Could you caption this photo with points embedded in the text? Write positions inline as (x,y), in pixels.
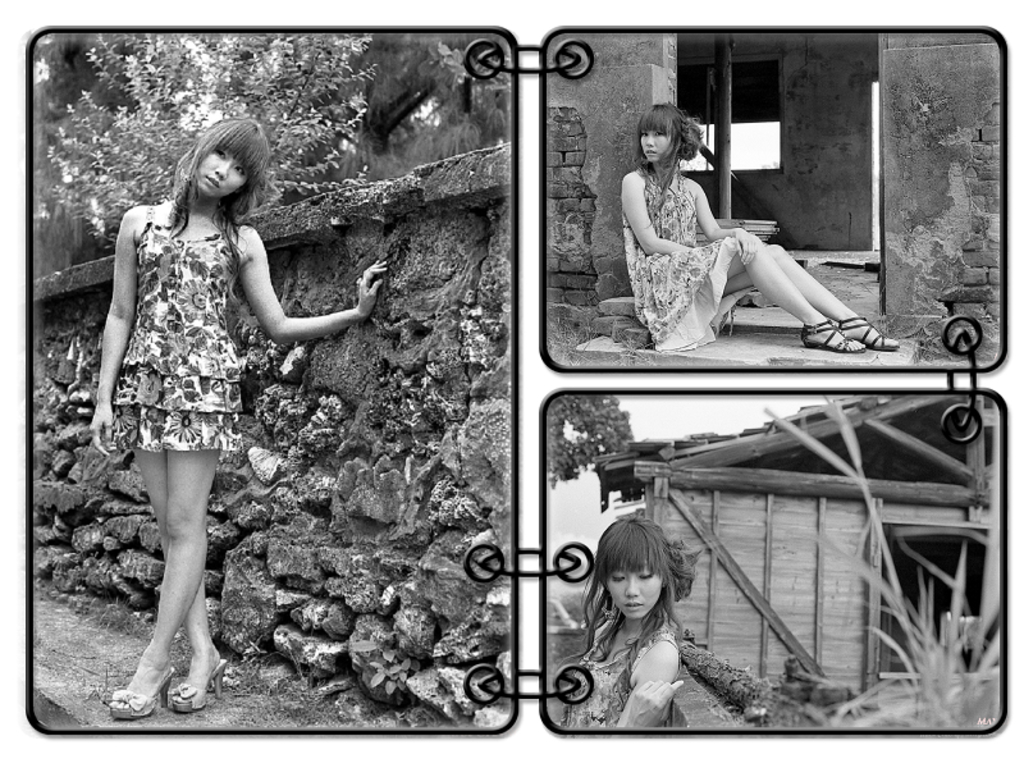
There is a collage image of three different pictures. In the first picture, there is a person (209,296) standing in front of the wall (409,205). In the second picture, person (665,234) is sitting on the ground (646,355). In the third picture, there is a person (629,640) in front of the hut (778,586).
